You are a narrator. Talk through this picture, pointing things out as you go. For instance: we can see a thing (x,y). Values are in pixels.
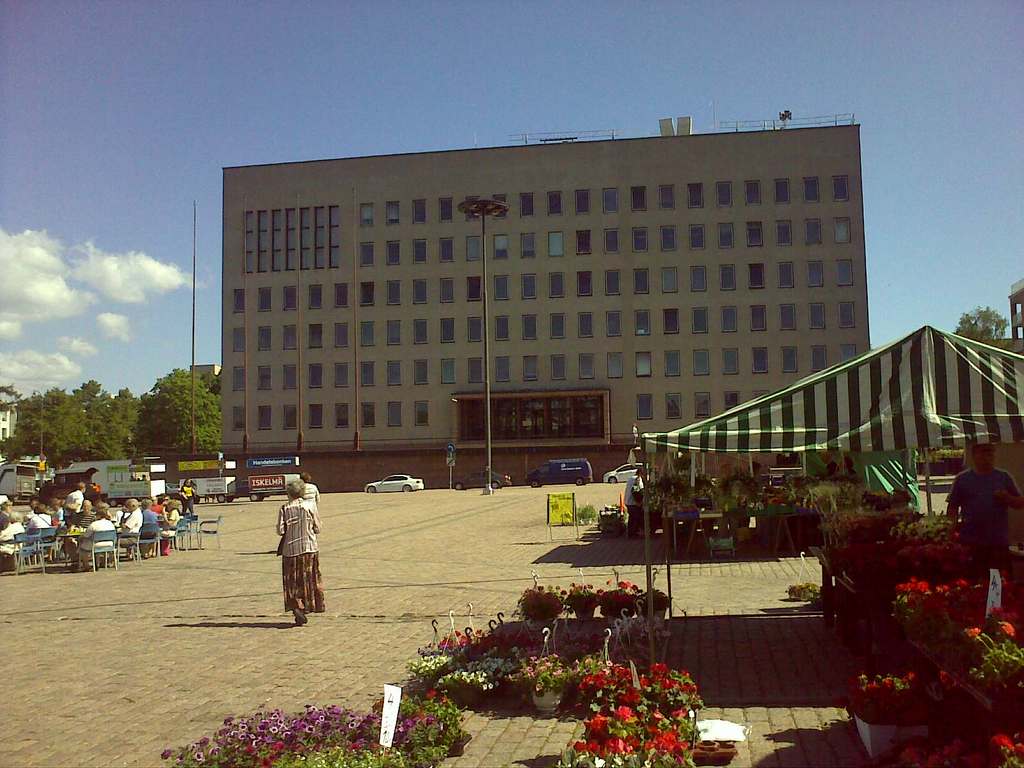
On the right side of the image (875,724) there are flower pots (962,606). There is a tent (904,484) and there are people (638,531). On the left side of the image (13,506) there are people (114,520) sitting on the chairs (142,533). In the background of the image (120,499) there are vehicles (569,468) on the road (427,493). There are poles (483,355). There are trees (175,442), buildings (291,347) and sky (241,131).
